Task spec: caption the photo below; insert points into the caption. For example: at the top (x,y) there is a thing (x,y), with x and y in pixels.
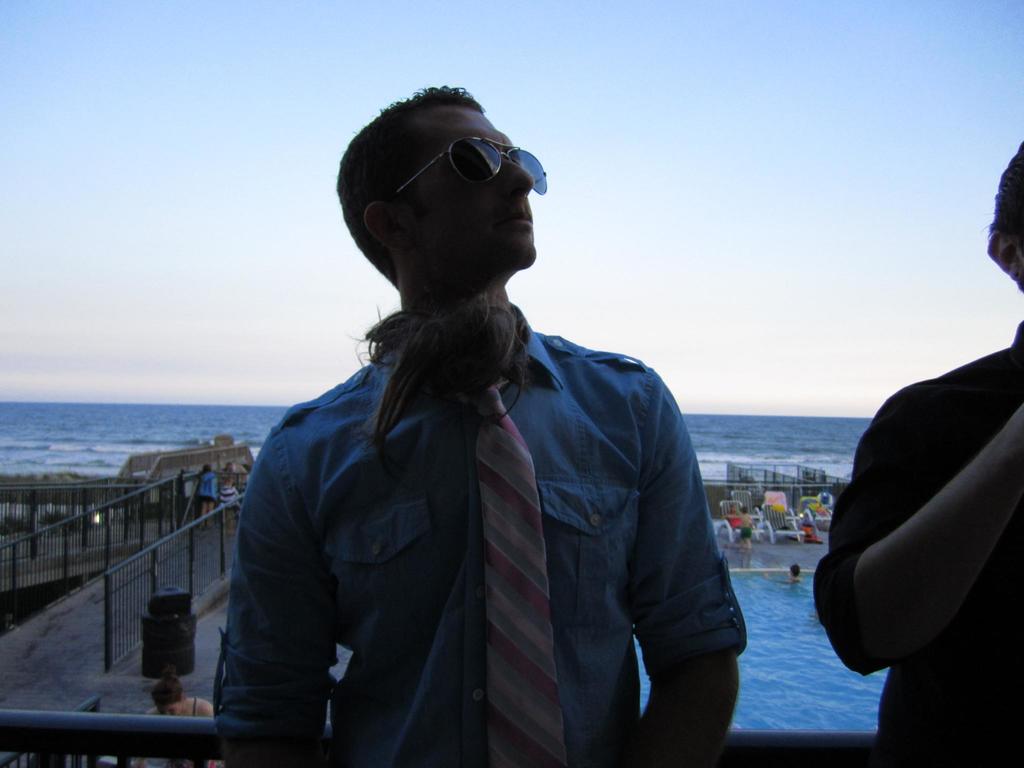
In the foreground of this image (529,457), there is a man (450,559) wearing tie (501,501) and spectacles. On the right (952,507), there is another person (973,493). In the background (795,609), there is a swimming pool (764,605), few chairs (763,519), railing (188,559), path (70,615), water (162,439) and the sky (177,276).
